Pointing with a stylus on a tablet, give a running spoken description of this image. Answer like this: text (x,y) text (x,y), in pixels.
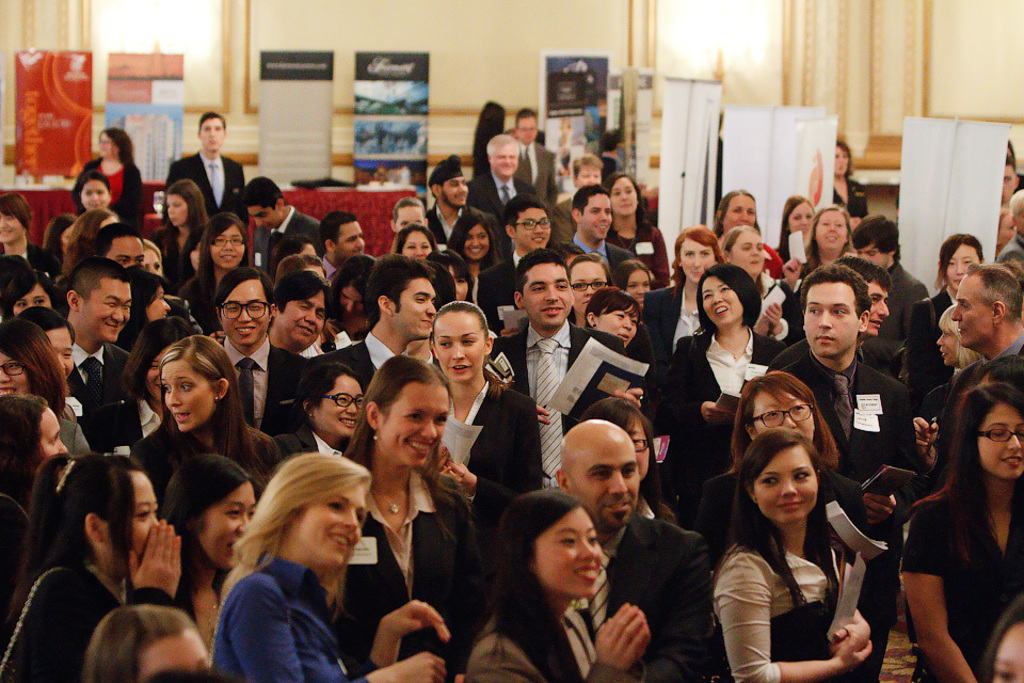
In the picture we can see many people (746,561) are standing there and smiling. The background of the image (26,89) is blurred, where we can see many boards (989,151), lights (758,33), table (340,187) on which few objects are kept and the wall (945,100).
